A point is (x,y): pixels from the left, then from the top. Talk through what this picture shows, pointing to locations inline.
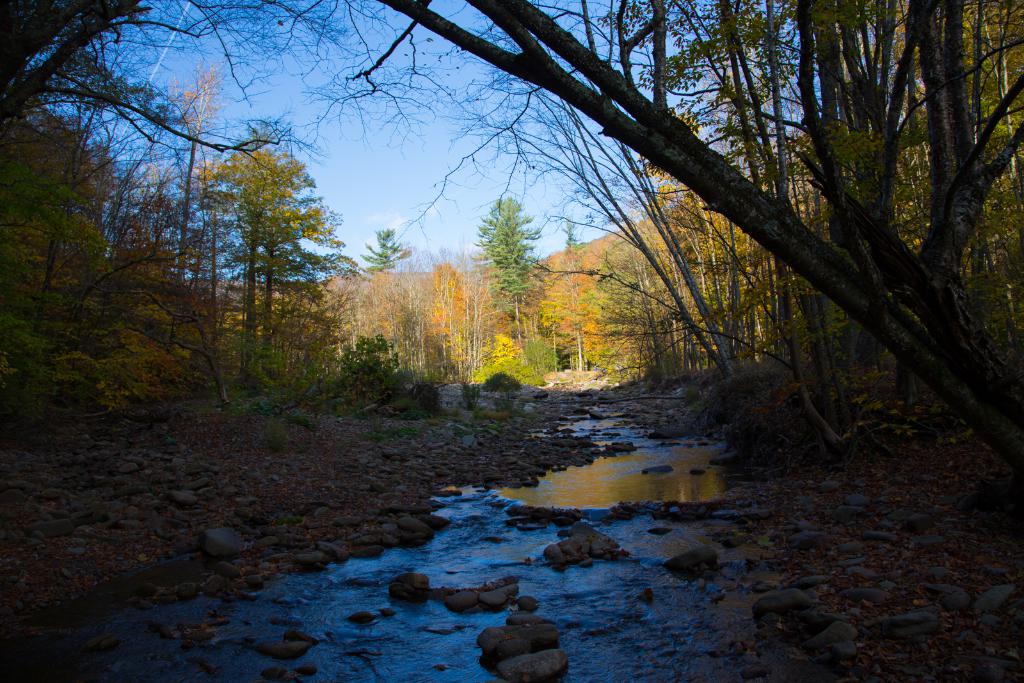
This image is clicked outside. It looks like it is clicked in a forest (512,307). At the bottom (504,511), there is water (526,558) and rocks (421,524). In the background (503,240), there are many trees (210,288). At the top (454,164), there is a sky (421,168).
